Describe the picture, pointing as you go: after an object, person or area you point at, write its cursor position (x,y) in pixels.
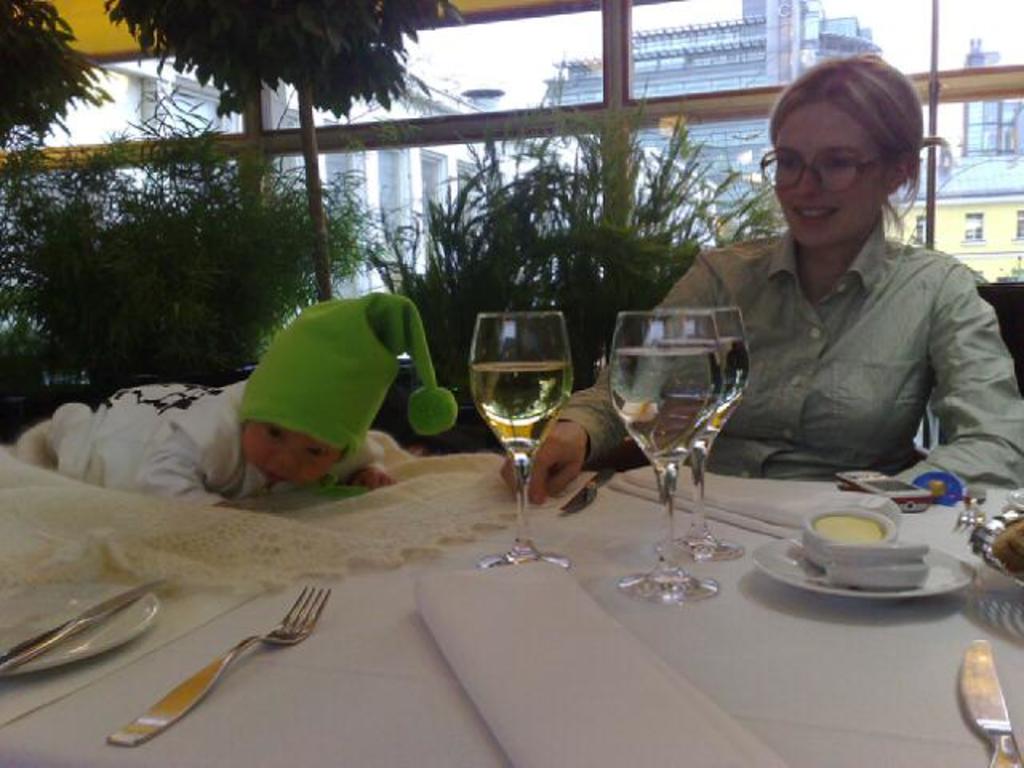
This picture shows a woman (974,445) seated and we see three wine glasses (695,460) and a fork (276,642) and 2 knives (974,691) and mobile (919,494) and a boy (227,489) crawling on the table (85,743) and we see few plants (705,217) and building (659,79) from the window (966,150).
